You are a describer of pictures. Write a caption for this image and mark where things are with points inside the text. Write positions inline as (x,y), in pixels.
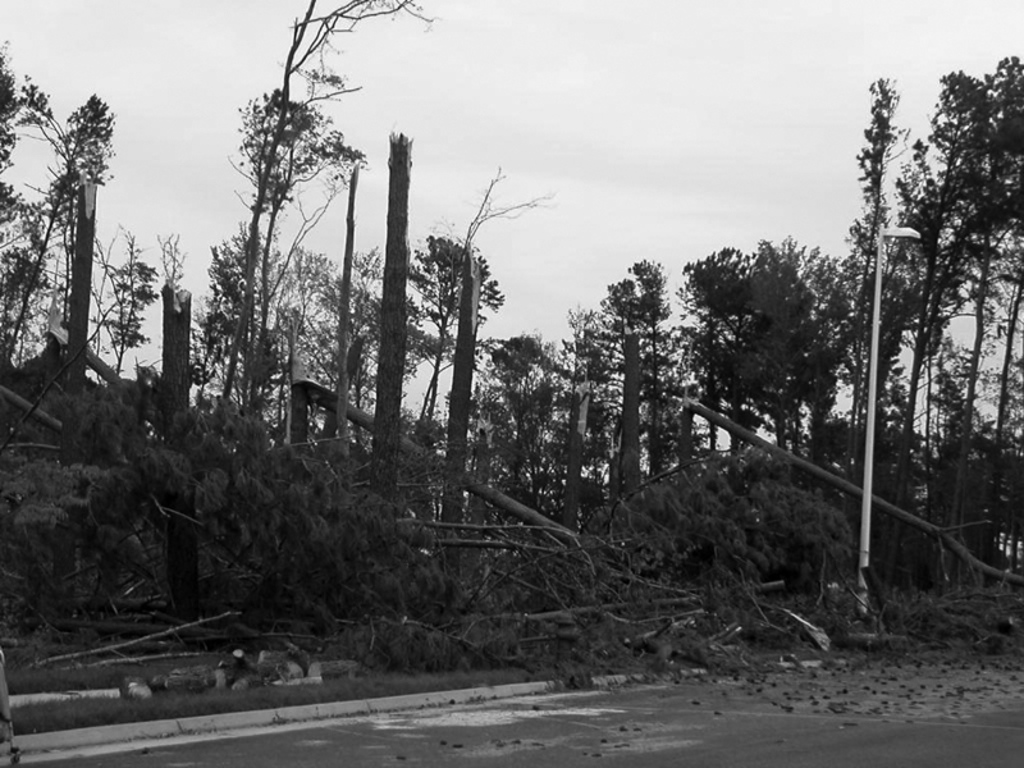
In this picture I can see many trees (300,483) and some trees (653,480) are fell down. On the right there is a street light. At the bottom (925,736) I can see the road (925,736). On the left (169,655) I can see the plants (158,648) and grass (161,663). At the top (652,98) I can see the sky (481,110) and clouds (268,71).
